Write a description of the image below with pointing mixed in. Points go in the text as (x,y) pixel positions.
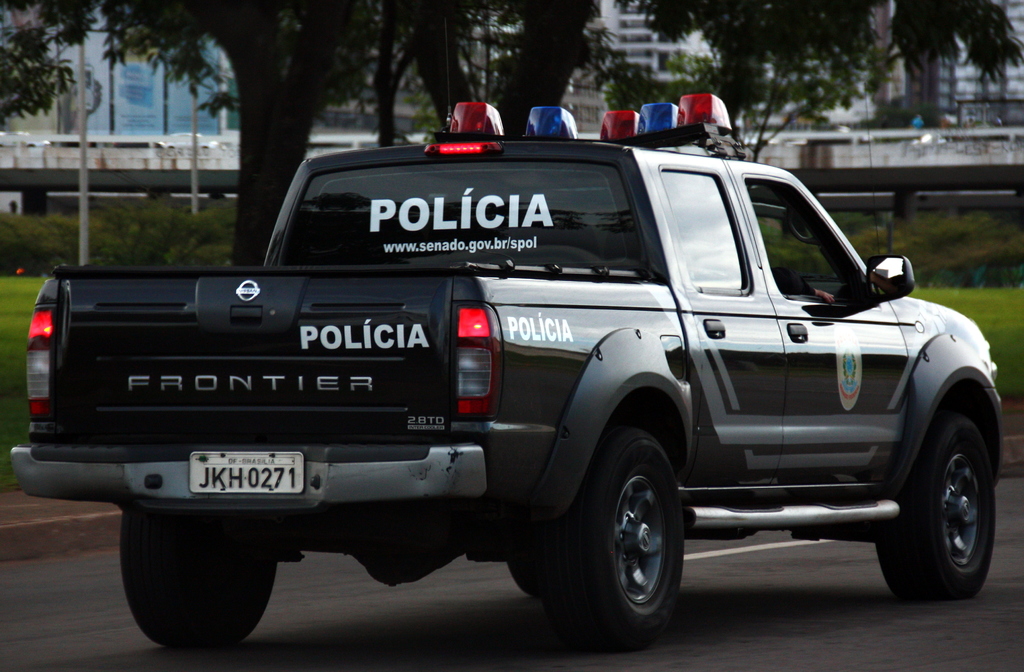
In this image we can see a car (632,494) travelling on the road (10,618), it is in black color, here is the mirror (891,270), here are the wheels (970,486), here is the grass (3,374), here are the trees (301,67), here is the bridge (39,164), here are the buildings (104,61).
